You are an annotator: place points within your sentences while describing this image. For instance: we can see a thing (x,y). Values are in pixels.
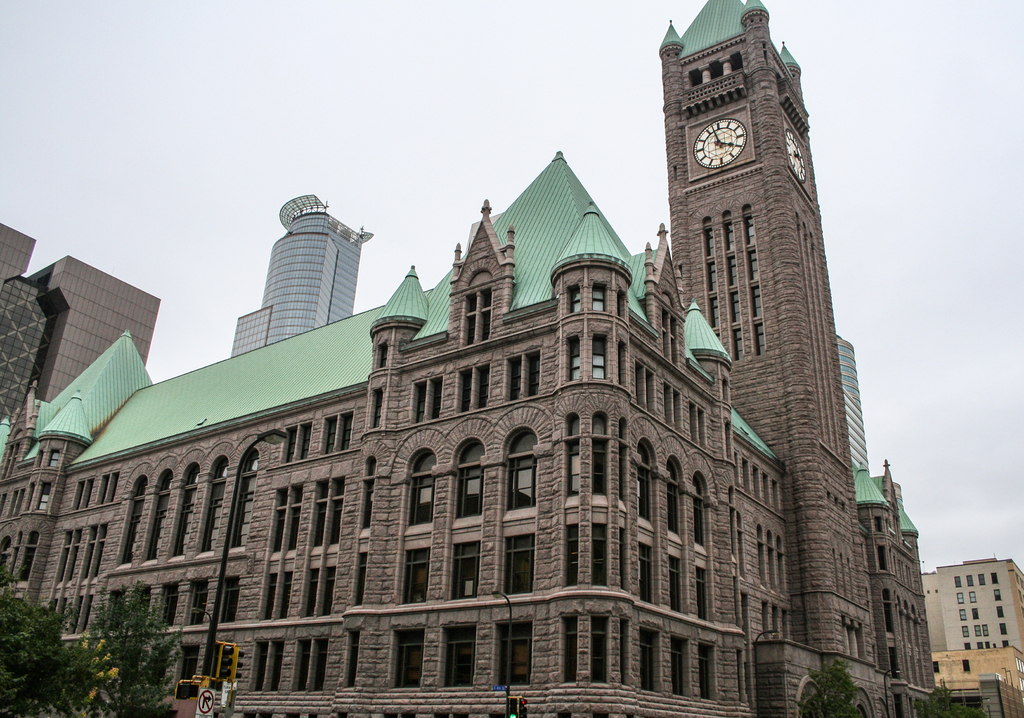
This image is taken outdoors. At the top of the image (184,124) there is the sky (650,80) with clouds (936,190). In the middle of the image (386,467) there are few buildings (961,634) with walls (637,620), windows (704,654) and roofs (90,431). There is a skyscraper (288,285) and there is a tower (796,228). There are two clocks (746,135) on the tower (761,157) and there are a few carvings (720,81) on the walls (796,362). On the left side of the image (217,615) there is a pole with a street light (262,433). There is a tree (55,657) and there is a sign board (204,699).
